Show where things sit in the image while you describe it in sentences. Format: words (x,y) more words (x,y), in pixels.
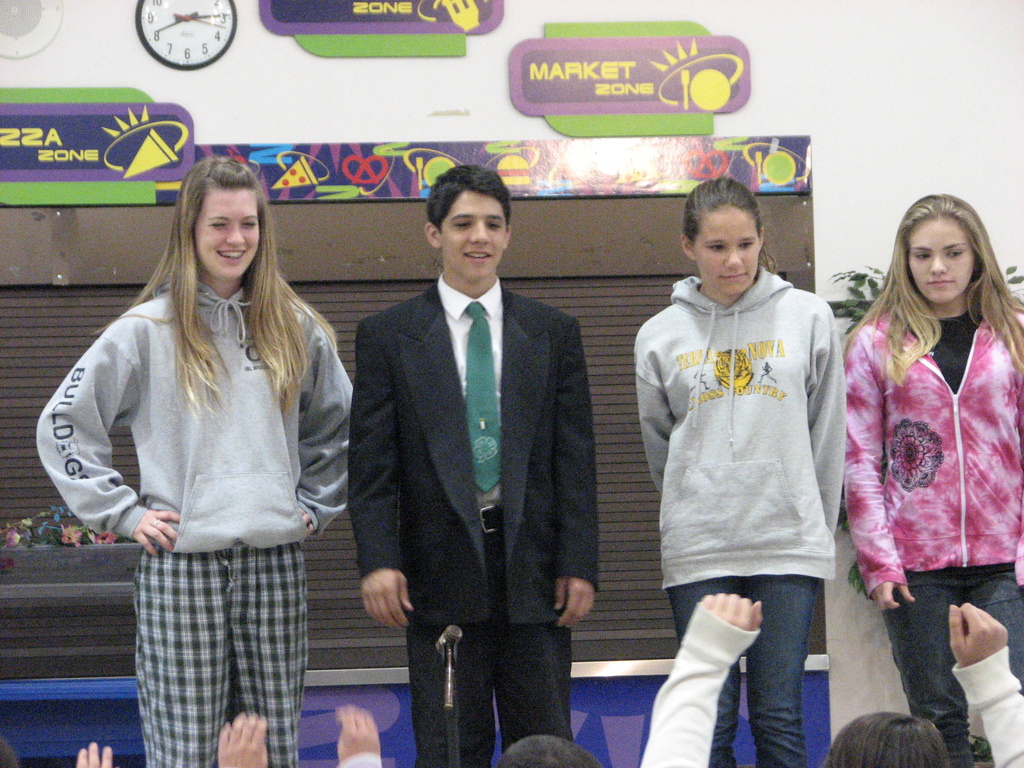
In this picture I can see few people (725,430) standing and few people (679,718) at the bottom of the picture (522,760) and I can see a clock (205,56) and few boards (544,107) with some text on the wall (787,87).
